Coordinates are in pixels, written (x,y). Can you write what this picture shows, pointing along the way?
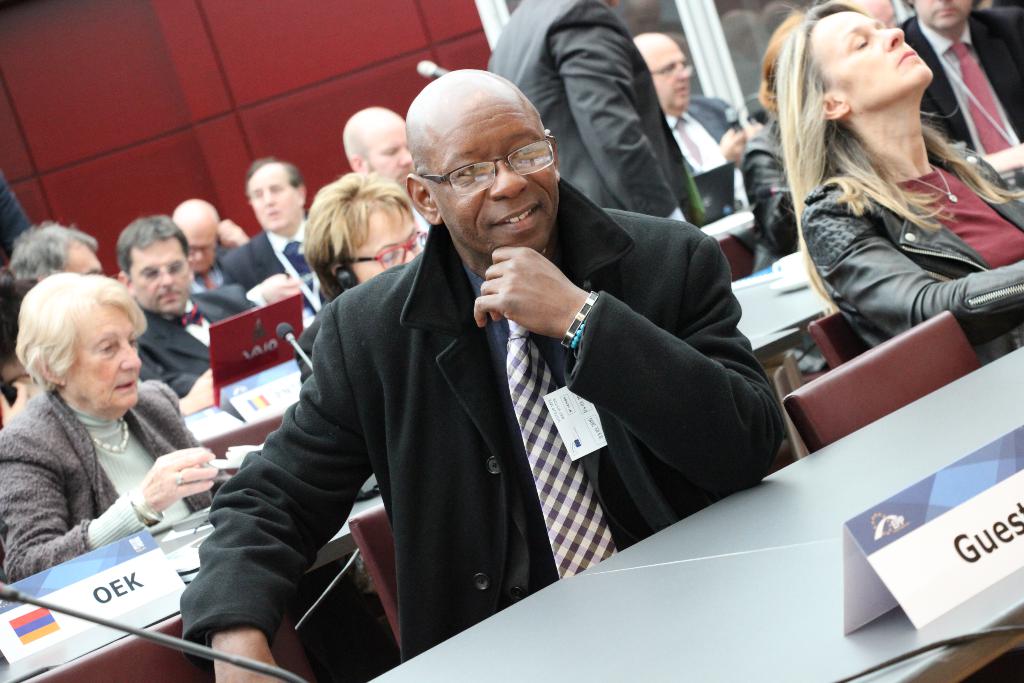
In this image we can see people (563,500) sitting on the chairs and tables (330,552) are placed in front of them. On the tables (760,578) we can see name boards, mics (285,327) and laptops (255,354).
